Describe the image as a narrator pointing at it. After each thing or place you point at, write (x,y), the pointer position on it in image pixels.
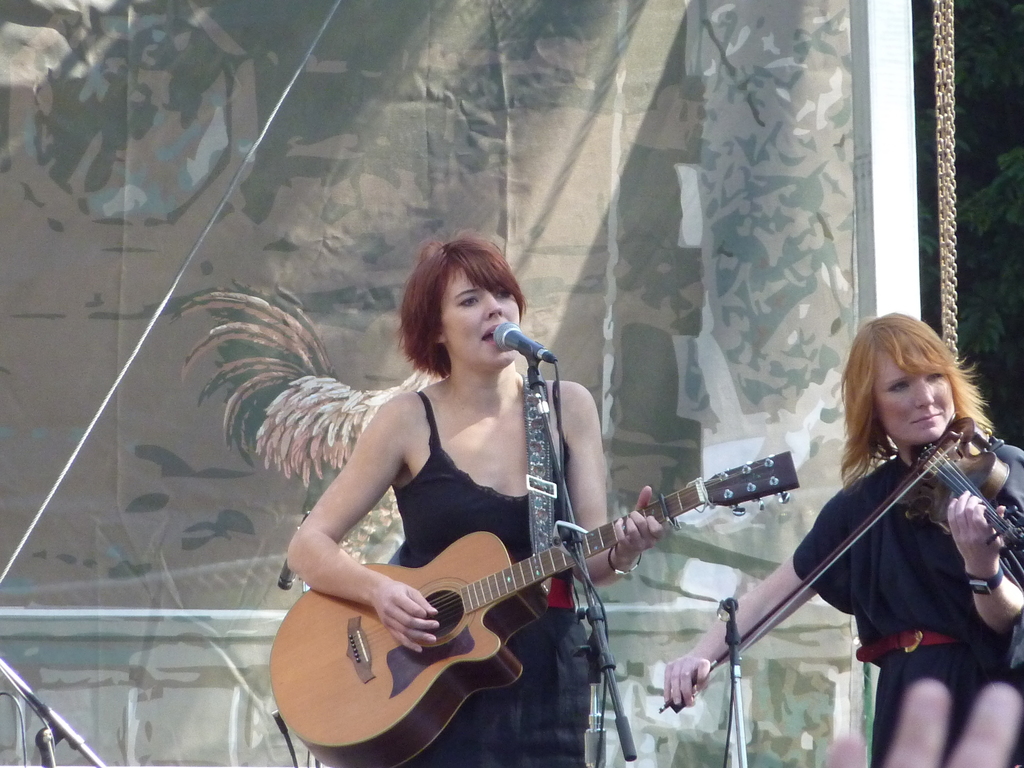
They both are standing. They both are playing musical instruments (464,651).
